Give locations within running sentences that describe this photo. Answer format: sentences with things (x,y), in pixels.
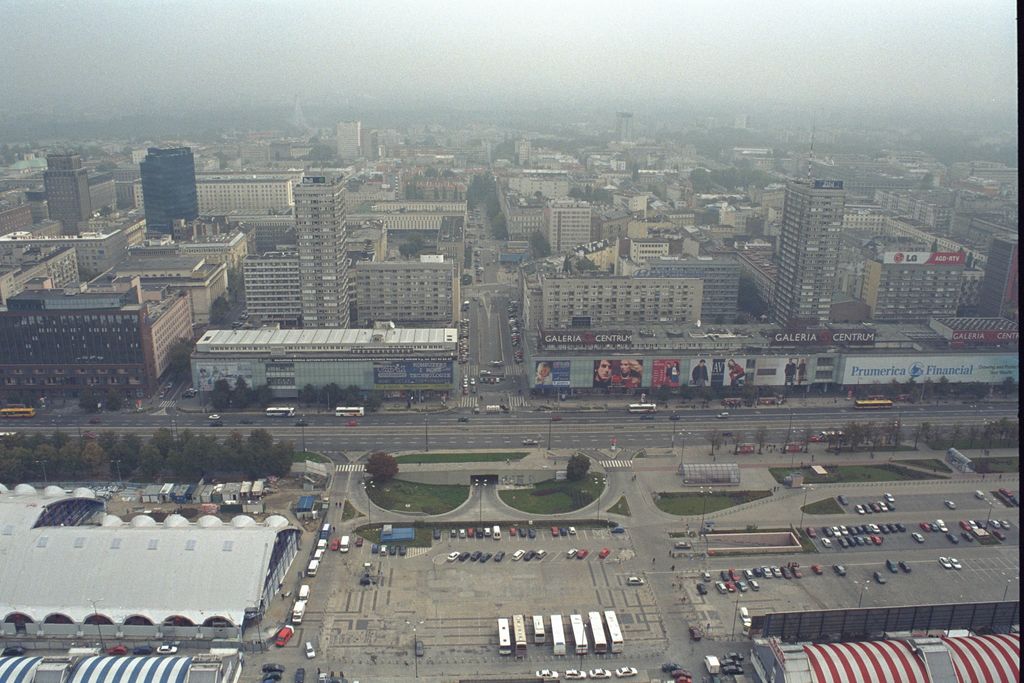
This image is an aerial view. In this image we can see many buildings (149,328) and trees (150,465). At the bottom (399,603) there are vehicles (553,644) and we can see roads (718,620). At the top (242,44) there is sky (391,72).
